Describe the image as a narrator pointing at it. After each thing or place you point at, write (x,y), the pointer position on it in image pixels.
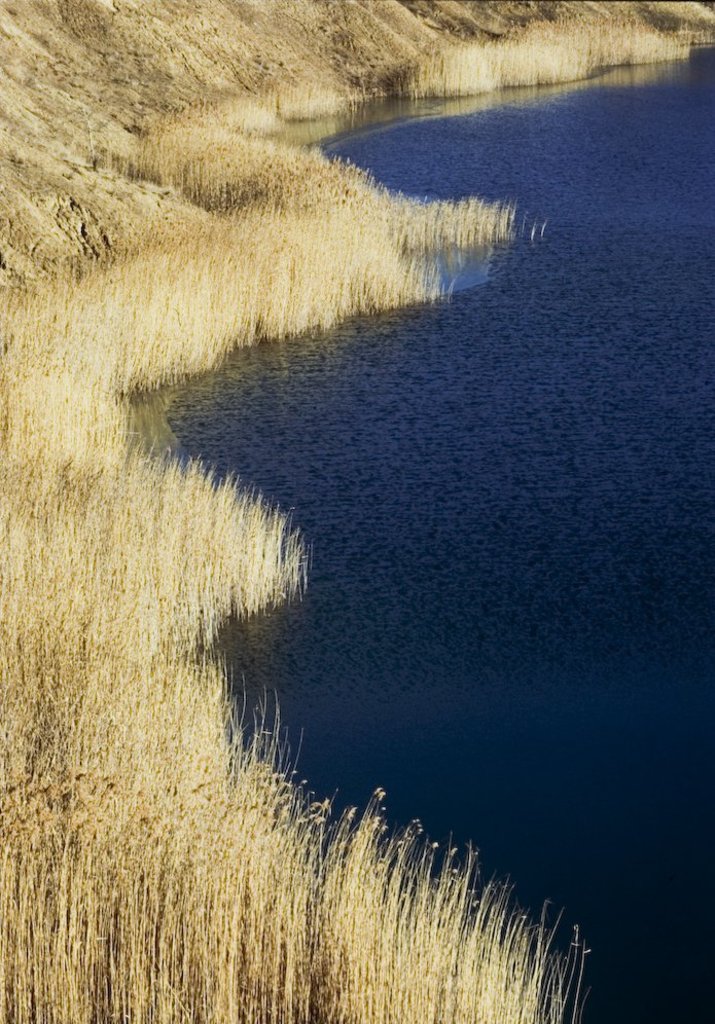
In this image there is a river (460,538) at right side of this image (510,399) and there is some grass (233,114) at left side of this image (196,655).
